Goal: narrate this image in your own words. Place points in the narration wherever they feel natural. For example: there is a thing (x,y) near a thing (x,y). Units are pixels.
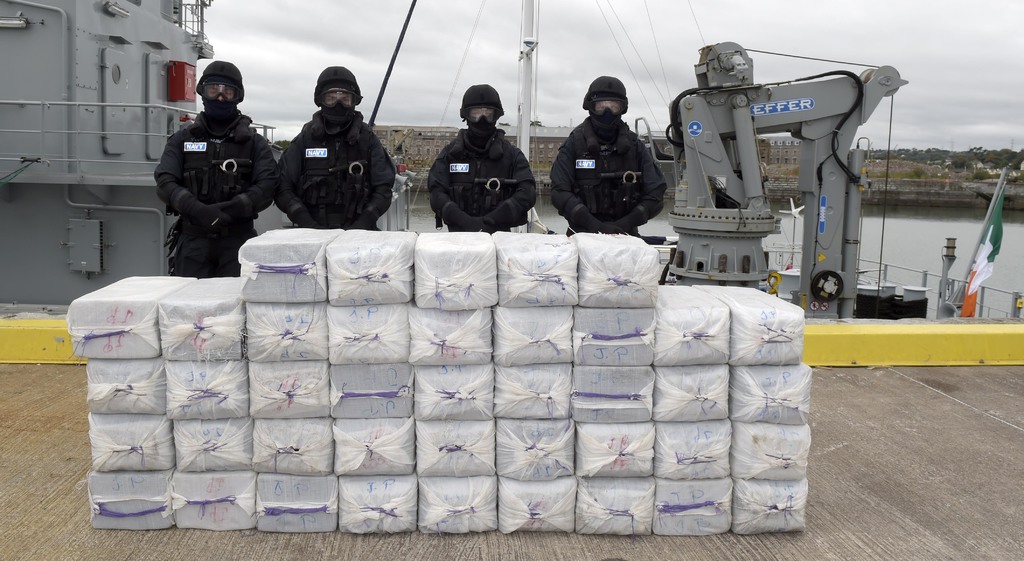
In this picture, we can see a few people (501,140), and some white color objects (467,259) on the ground (257,556), we can see metallic objects (69,82) on the left side (123,156) and right side of the picture (962,279), we can see flag (975,312), poles (998,194), wires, fencing (934,280), and some black color object (892,296), we can see water (924,263), the wall (935,179), ground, trees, and the sky (568,64) with clouds (392,52).
